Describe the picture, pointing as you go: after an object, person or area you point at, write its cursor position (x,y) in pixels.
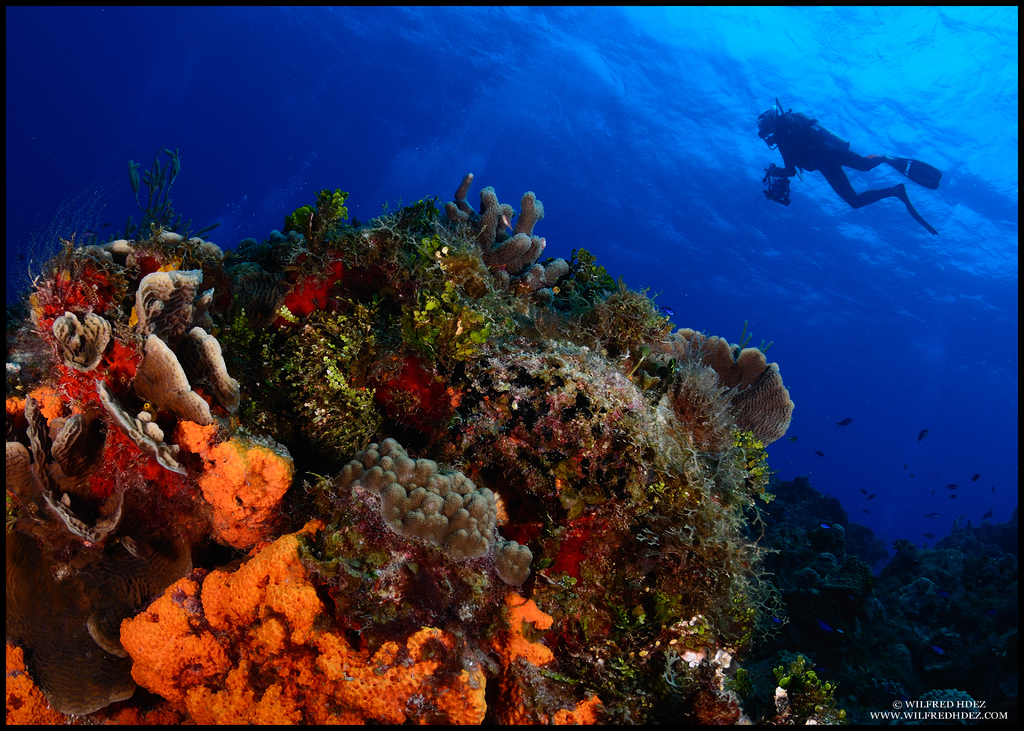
In this image there is a diver (829,131) in the water (857,375), behind him there is fish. In front of him there is a coral reef (481,432). At the bottom of the image (946,714) there is some text (937,704).
